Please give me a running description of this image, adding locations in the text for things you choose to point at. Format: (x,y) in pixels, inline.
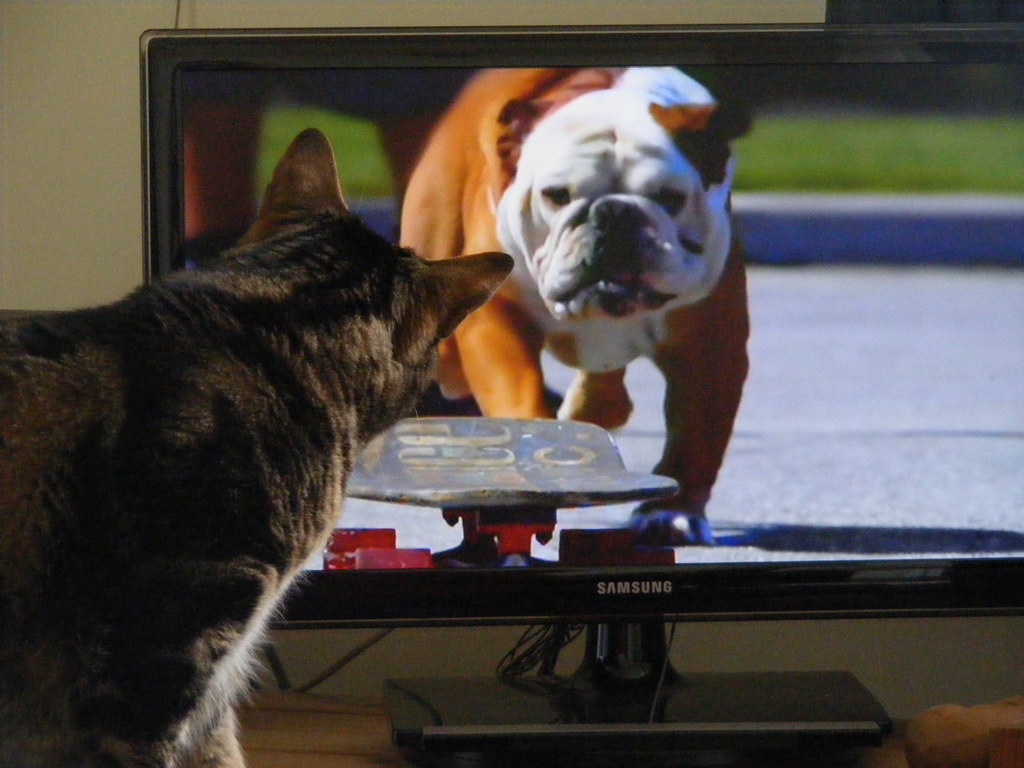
In this image I can see a cat (178,503) which is brown, cream and black in color and I can see a television screen (614,453) in which I can see a skateboard (513,463) and a dog (591,158) which is white and brown in color. In the background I can see the cream colored wall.
